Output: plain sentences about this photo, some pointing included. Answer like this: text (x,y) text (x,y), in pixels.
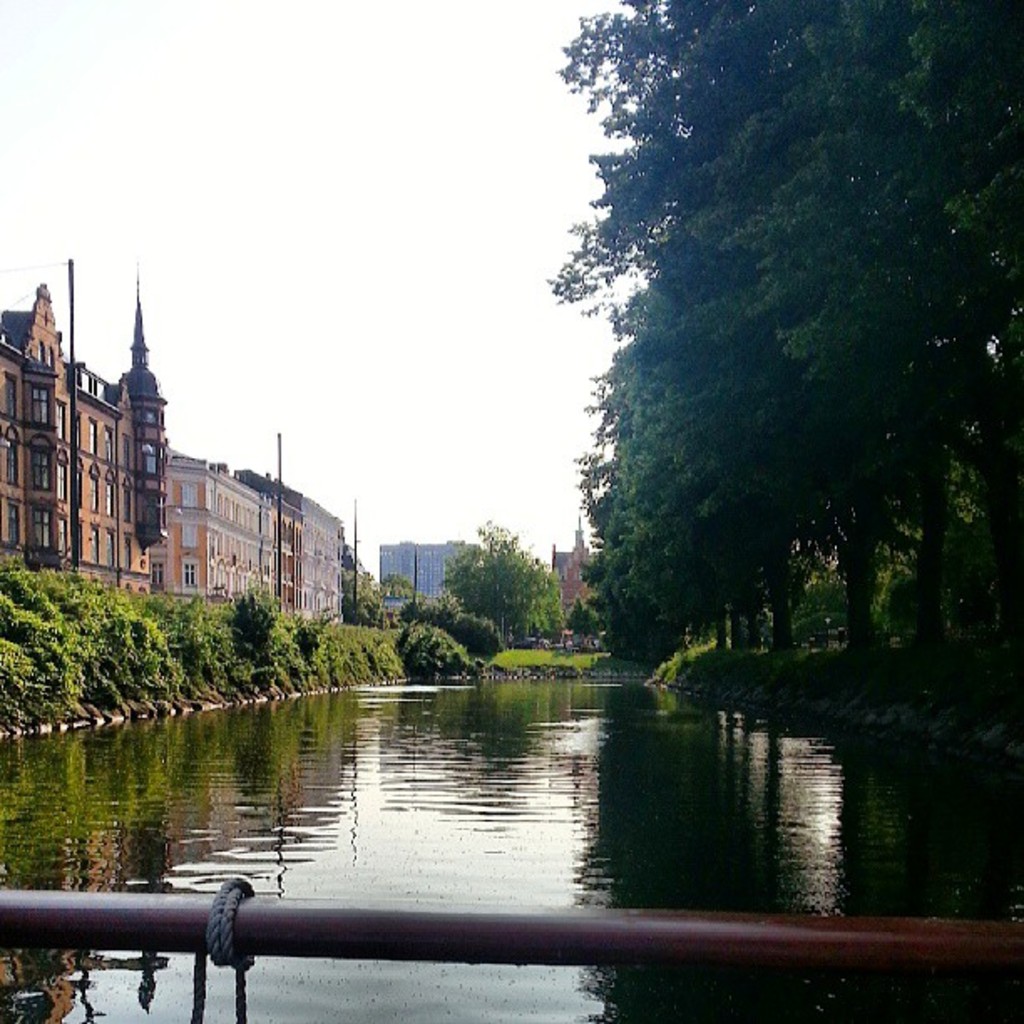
This is water (475,754) and there are trees (740,497). In the background (182,558) we can see buildings (18,334), poles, and sky (391,414).
